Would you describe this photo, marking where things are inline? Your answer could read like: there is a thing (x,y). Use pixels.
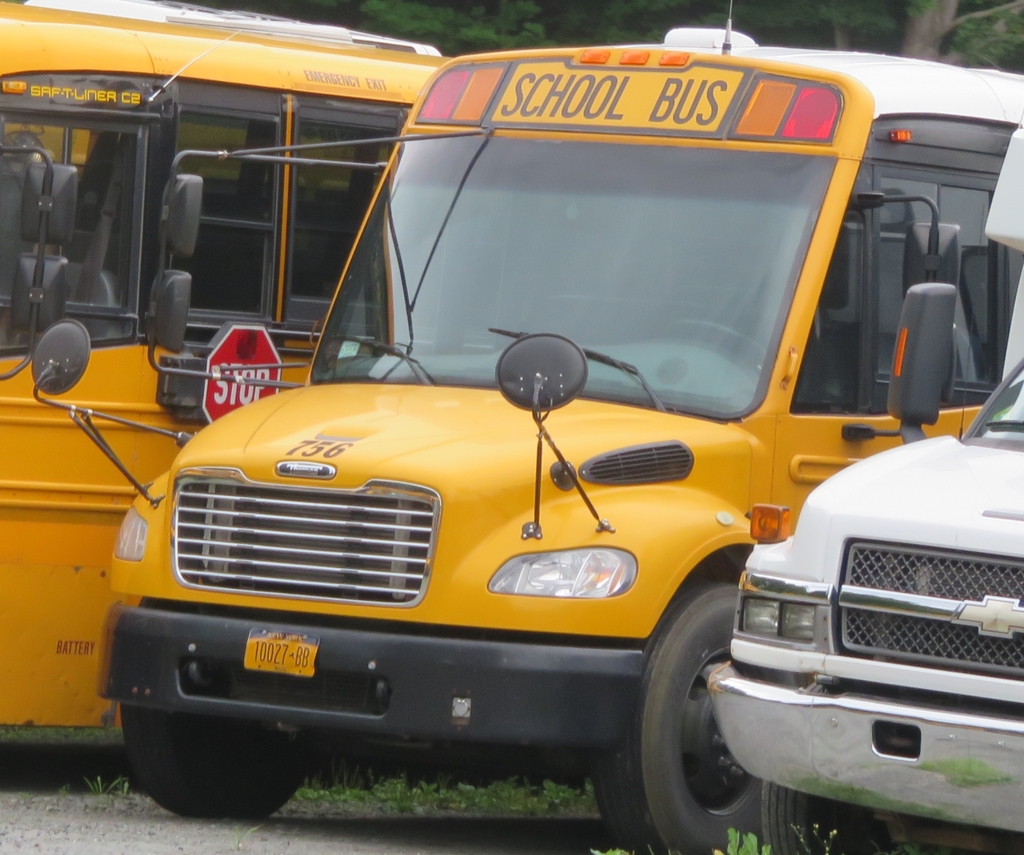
In this picture we can see vehicles (548,283) on the ground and in the background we can see trees (460,52).
